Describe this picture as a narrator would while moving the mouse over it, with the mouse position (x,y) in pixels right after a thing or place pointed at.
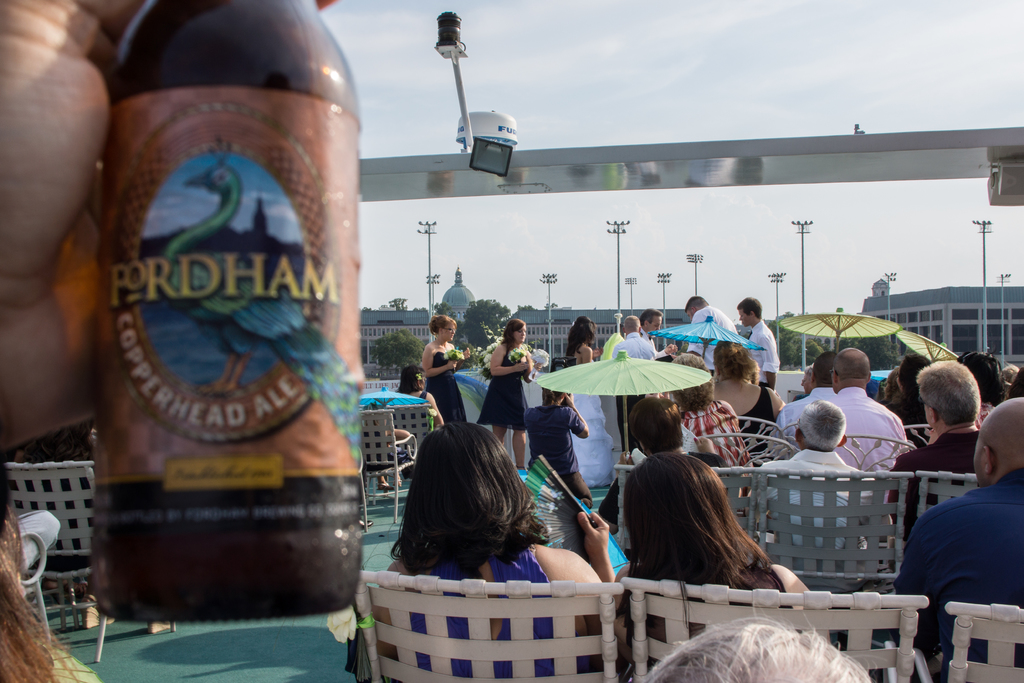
In this image I can see a crowd (999,533) is sitting on the chairs (798,483), umbrella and light poles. In the left (233,188) I can see a person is holding a bottle (231,275) in hand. On the top (575,65) I can see the blue sky (567,132). This image is taken during a day near the buildings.
